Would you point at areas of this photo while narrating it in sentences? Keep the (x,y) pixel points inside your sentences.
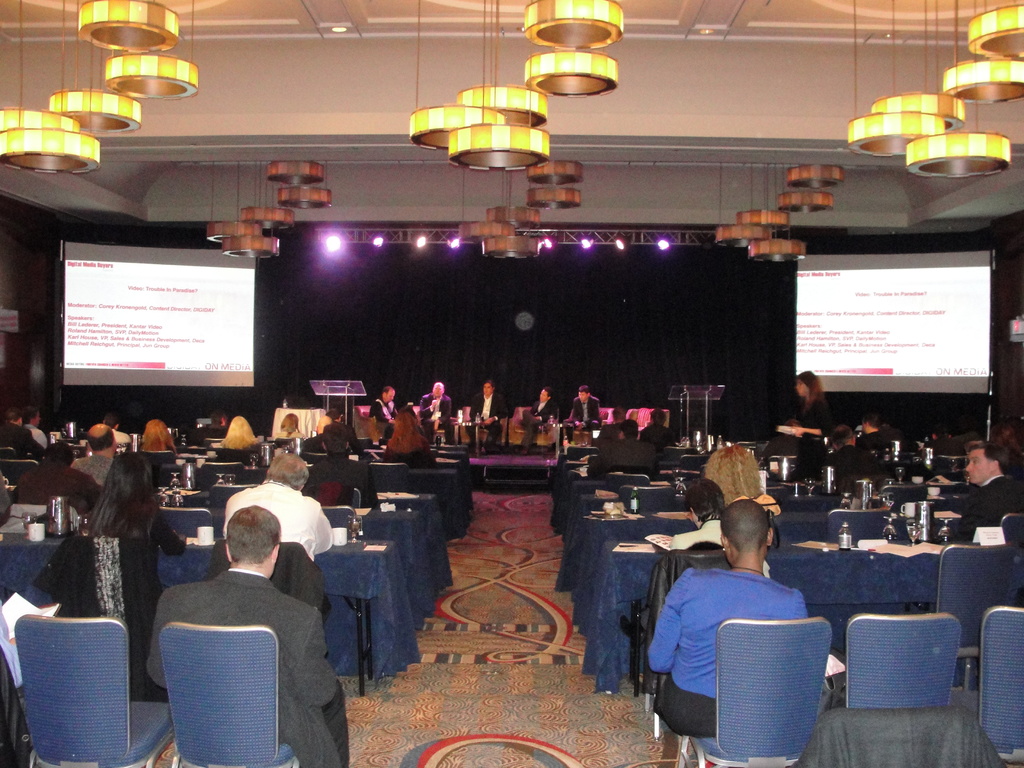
In this image I can see few chairs (188,655) which are blue in color and few persons (254,553) sitting on chairs (252,628) in front of desks (349,563). On the desks (821,583) I can see few bottles (848,531), few glasses (910,537) and few papers (874,542). In the background (483,456) I can see the stage (506,455), few persons (495,416) sitting on couches (511,417), few lights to the metal rods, the ceiling (372,105), few lights (164,90) to the ceiling (515,67), two podiums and two screens (214,290).
